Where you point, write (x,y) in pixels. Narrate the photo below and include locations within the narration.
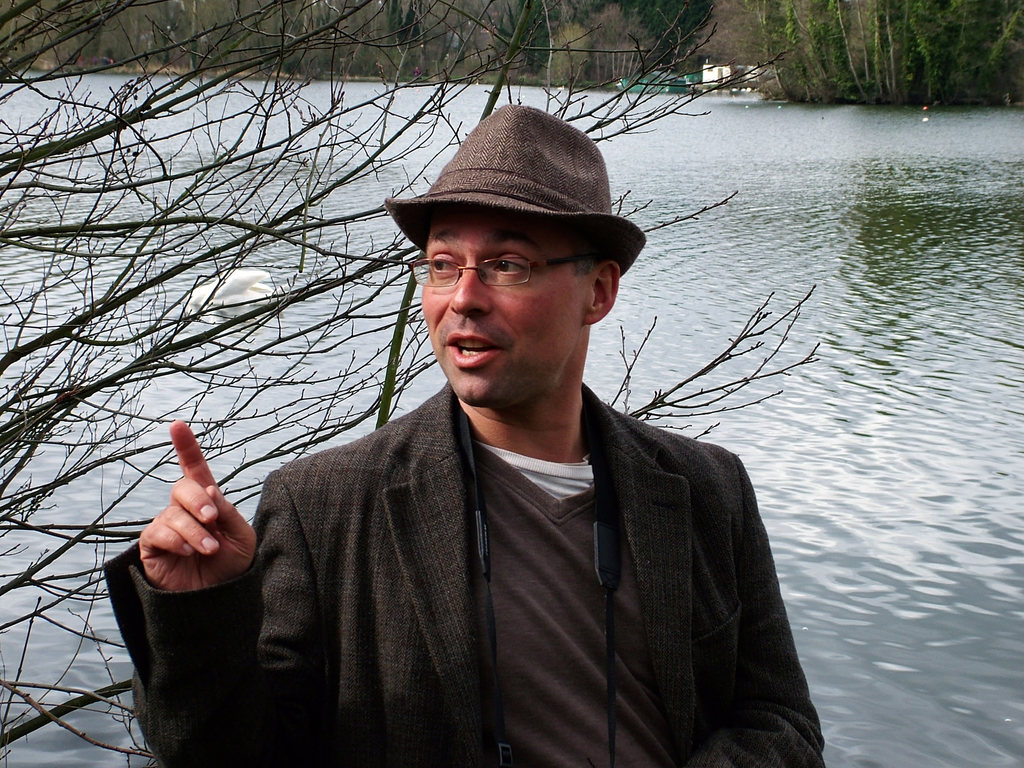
In this image there is a person (407,449) standing and looking to the left side of the image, behind the person (670,485) there is a tree (181,367) and there is an object (248,284) in the river (791,317). In the background (896,45) there are trees (727,47), in the middle of the trees (883,45) there is a building (714,77).
